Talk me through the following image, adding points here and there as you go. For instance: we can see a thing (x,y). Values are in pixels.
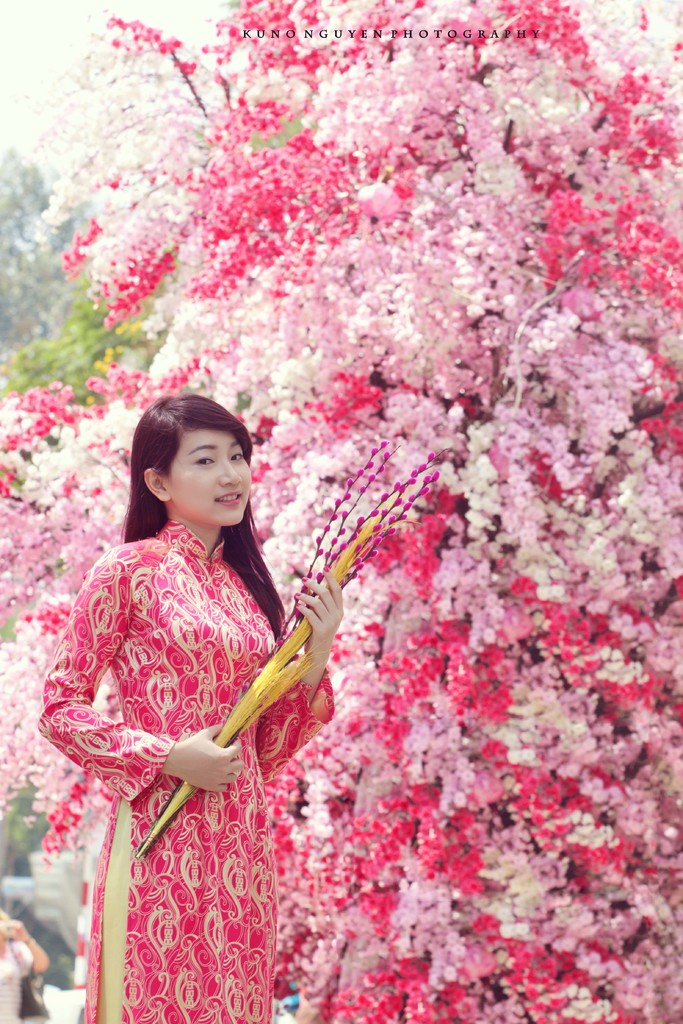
As we can see in the image there are trees (28,178), flowers (489,500), sky (41,35) and a woman (214,791) standing in the front (188,539).
